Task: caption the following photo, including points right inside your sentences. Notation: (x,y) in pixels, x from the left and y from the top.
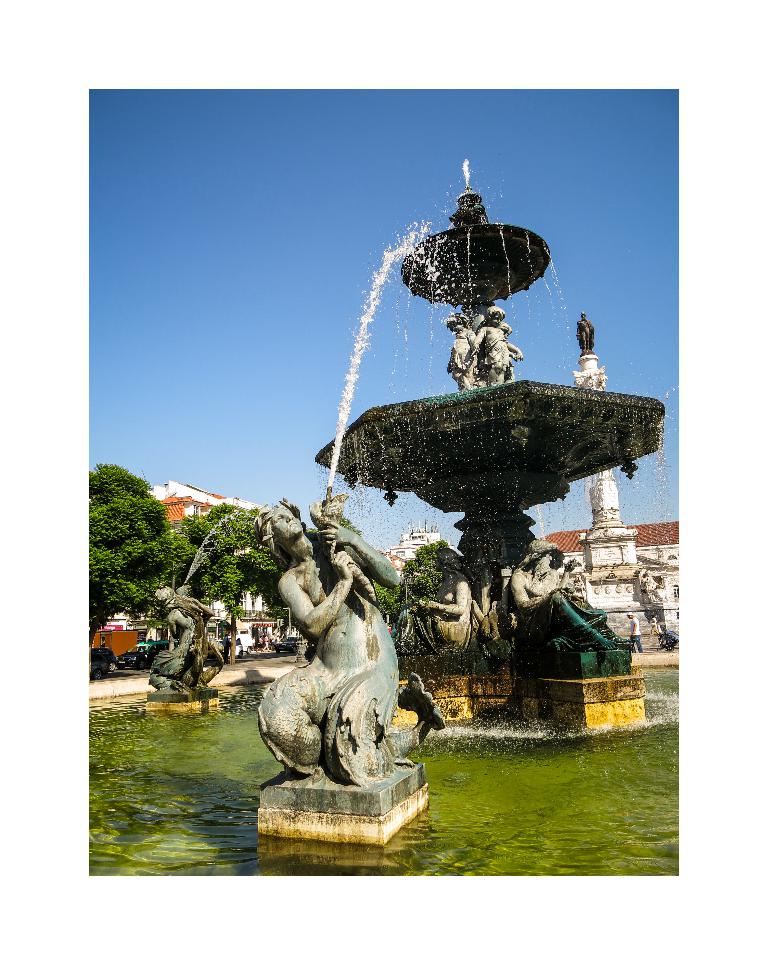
In this picture I can see a water sculpture fountain (453,554), there are sculptures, there are buildings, there are vehicles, there are trees (110,555), and in the background (208,314) there is the sky (224,266).
